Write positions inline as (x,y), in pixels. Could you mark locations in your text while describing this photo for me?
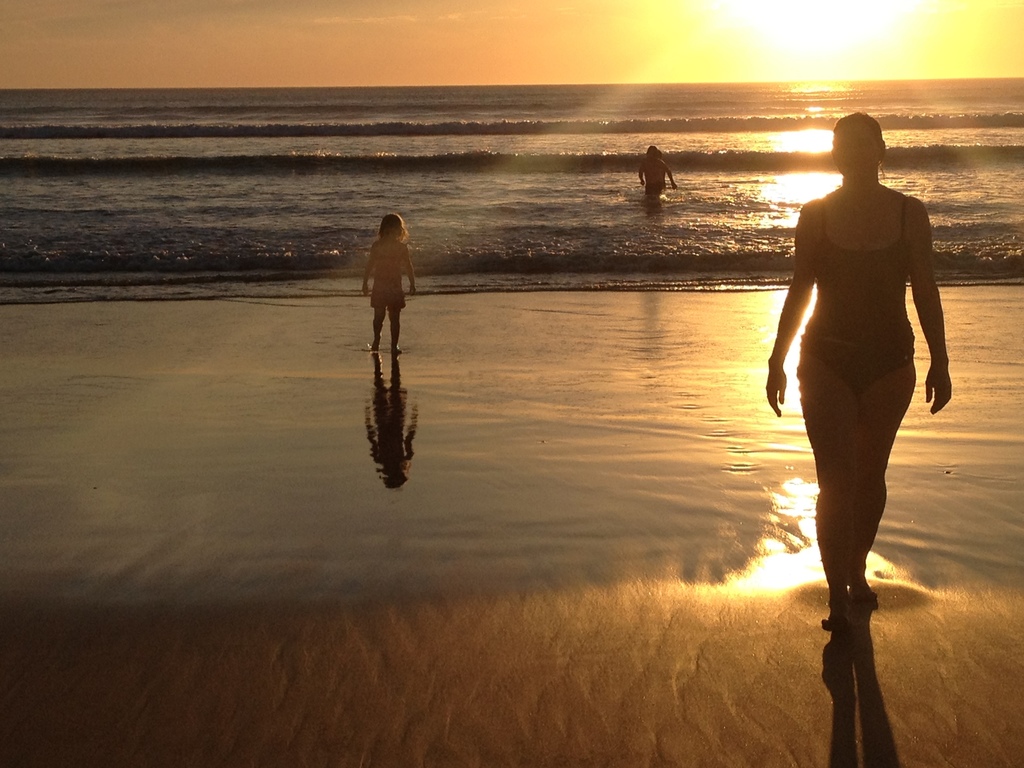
In this image we can see people (872,383). At the bottom (228,707) there is a sea shore (500,647). In the background (559,231) we can see the sea (496,122) and there is sky (408,31). We can see the sun (787,30).
